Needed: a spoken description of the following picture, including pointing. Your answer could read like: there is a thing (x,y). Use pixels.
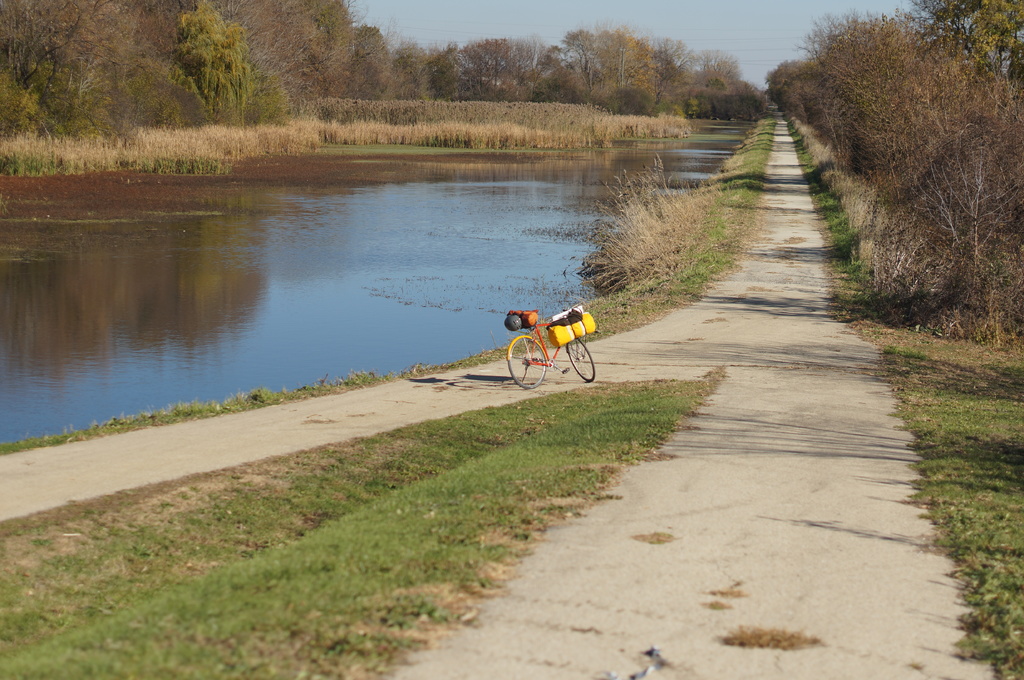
In this picture we can see a bicycle (535,385) here, at the bottom (336,593) there is grass (307,603), on the left side (323,328) we can see water (92,326), there are some trees (721,112) here, we can see the sky (725,26) at the top of the picture (732,26).
